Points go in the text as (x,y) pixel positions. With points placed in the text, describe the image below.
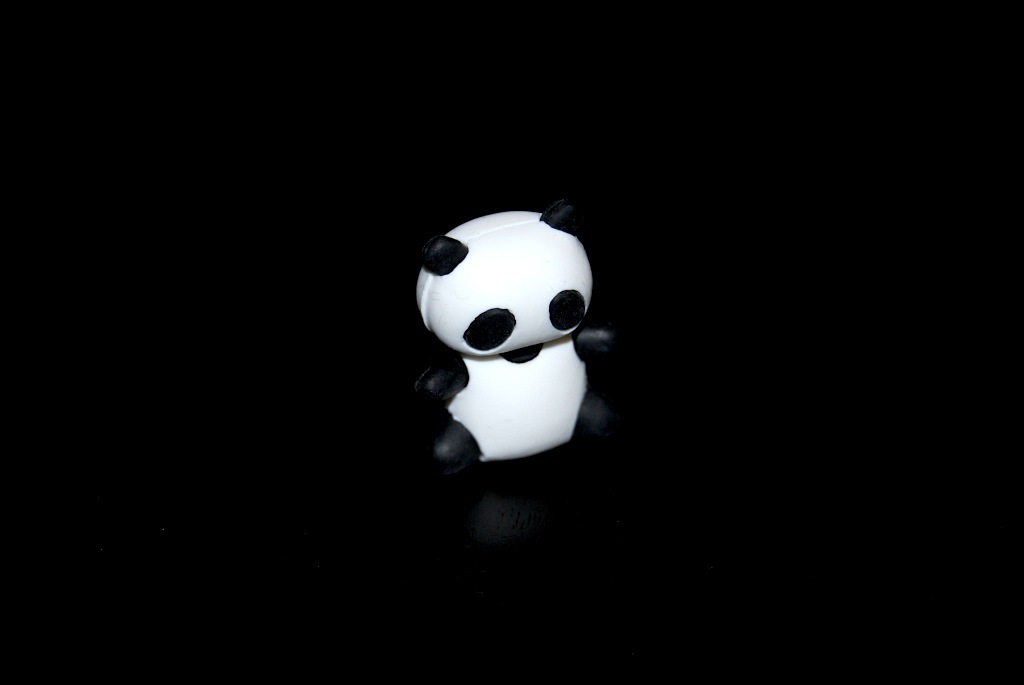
In this image, in the middle (493,360) there is a toy (509,327). The background (375,200) is dark.
